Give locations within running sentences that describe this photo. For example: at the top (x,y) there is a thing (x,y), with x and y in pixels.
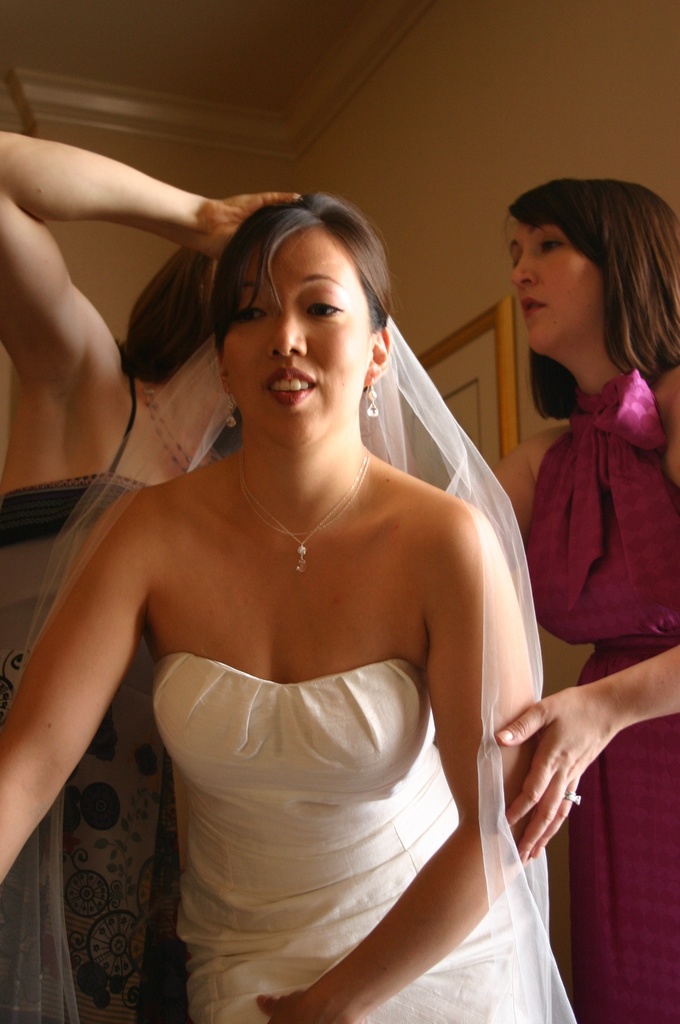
In this image I can see three women (347,523) are standing and I can see one of them is wearing a white colour gown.
